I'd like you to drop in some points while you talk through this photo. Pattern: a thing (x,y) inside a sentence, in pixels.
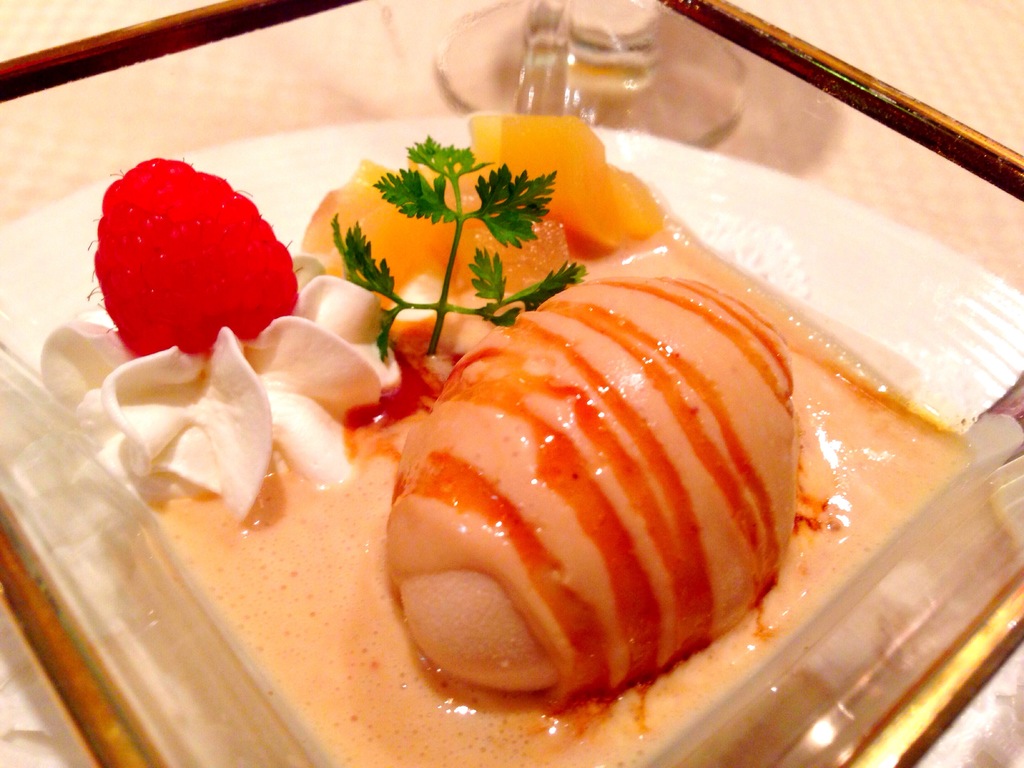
This image consists of food (310,269).
